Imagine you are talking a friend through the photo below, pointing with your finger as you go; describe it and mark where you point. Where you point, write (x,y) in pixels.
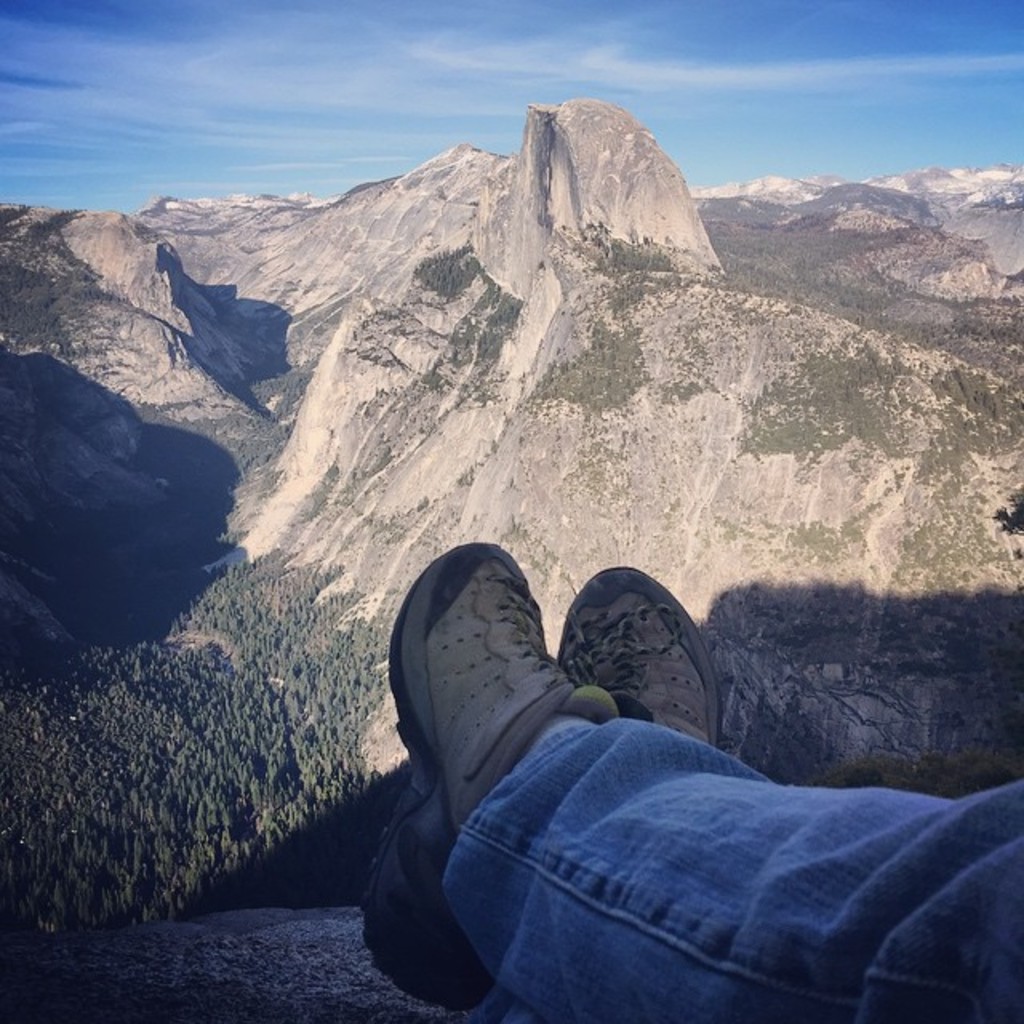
In this picture there are two legs (522,796) at the bottom side of the image (458,718), there is greenery (329,656) in the image and there are mountains (310,454) in the background area of the image (174,431).
